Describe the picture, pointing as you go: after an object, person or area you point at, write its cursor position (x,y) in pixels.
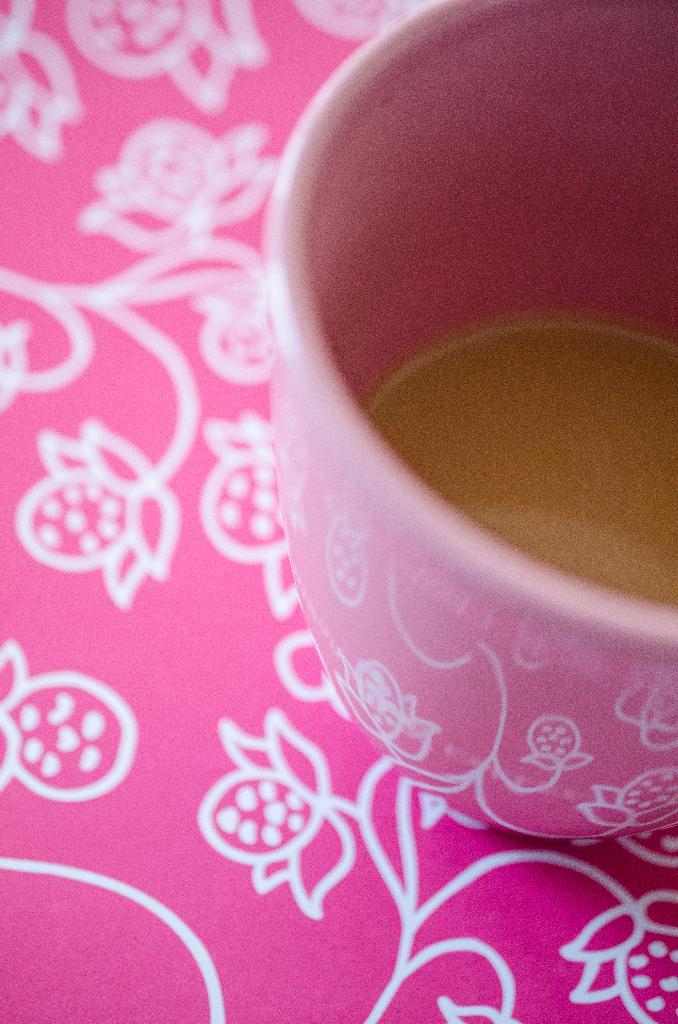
In this image there is a table (277,831), on that table (251,99) there is a cup (481,570) in that cup (395,54) there is a coffee (496,395).
